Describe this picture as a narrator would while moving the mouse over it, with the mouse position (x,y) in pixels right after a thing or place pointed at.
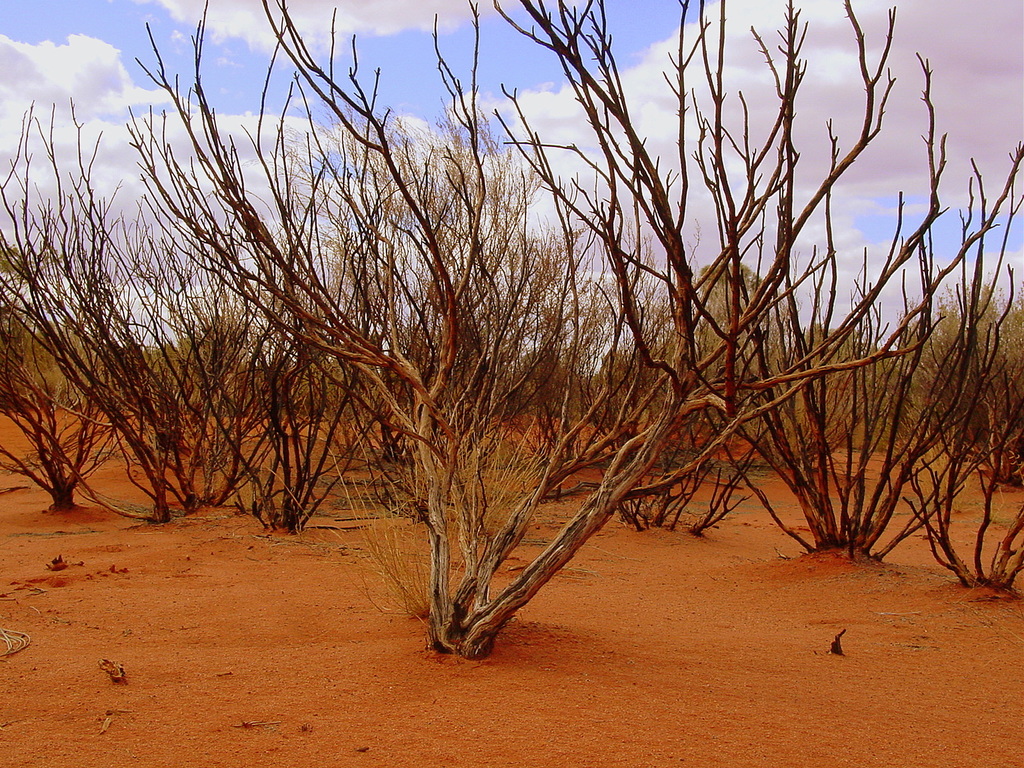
In this image I can see the ground (741,677) which is brown in color, few dried trees (478,427) on the ground (979,495) and in the background (813,190) I can see the sky (69,94).
